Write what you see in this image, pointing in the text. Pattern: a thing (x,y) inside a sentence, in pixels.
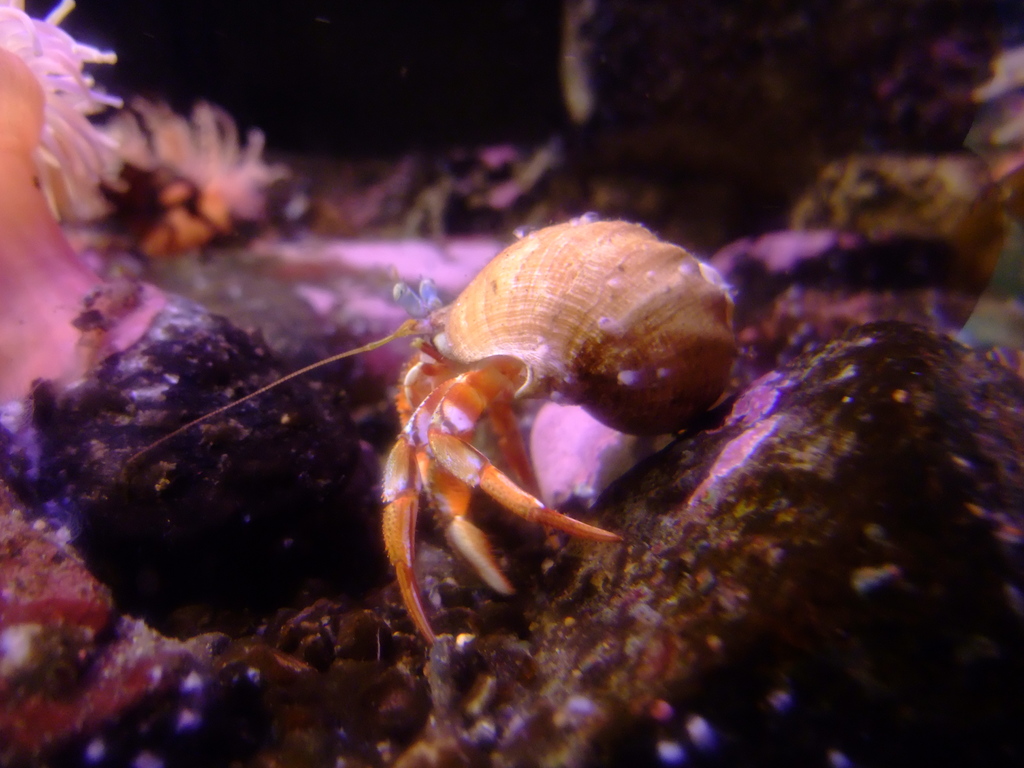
In this image, in the middle (599,317), we can see water animals (559,331). In the background (367,111), we can see black color. At the bottom (409,665), we can see some stones (236,443).
